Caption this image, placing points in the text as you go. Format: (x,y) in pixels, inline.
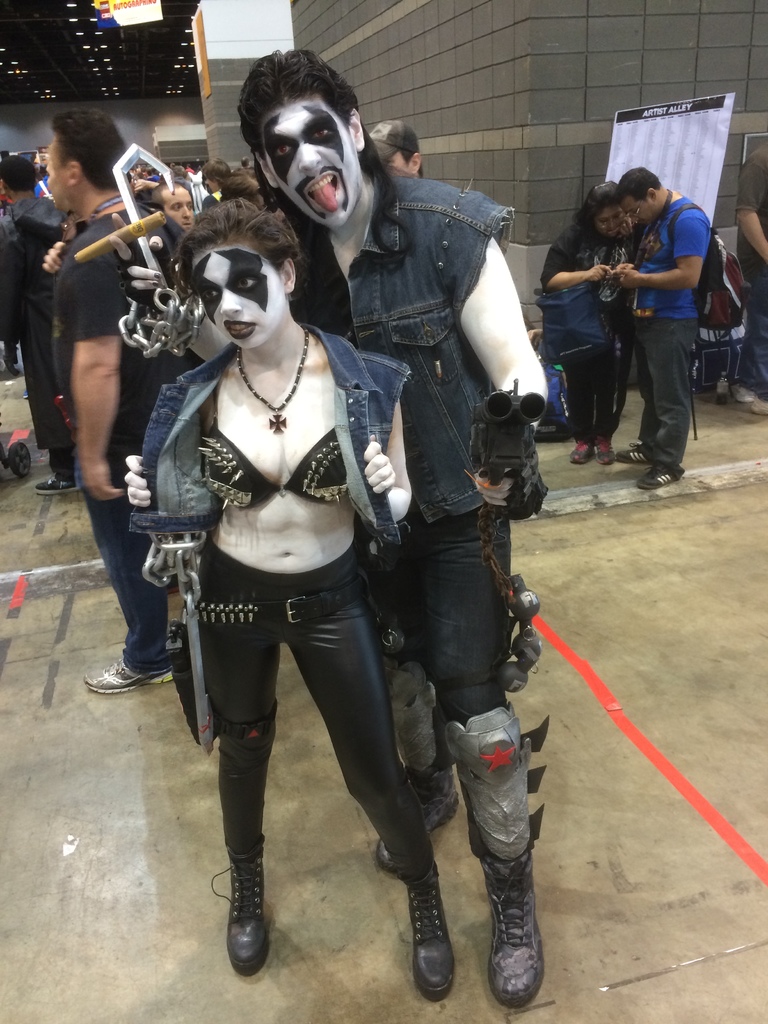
In this image we can see so many people (753,160) standing and two persons (120,249) are holding some objects (487,459). There is one big wall (468,87), near that wall (541,160) two persons (635,225) are wearing bags (574,315) and looking into mobile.
